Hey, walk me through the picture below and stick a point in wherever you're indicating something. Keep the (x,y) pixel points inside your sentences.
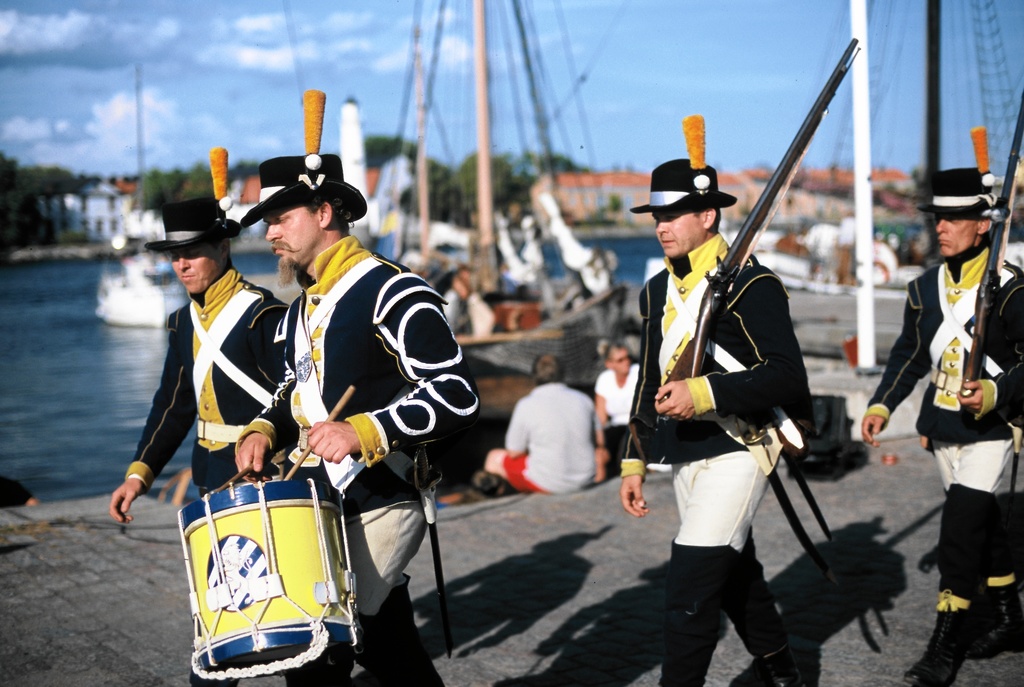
In this image we can see a man (344,444) is playing drum (264,492) with sticks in his hand (257,457), two persons (916,385) are holding guns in their hands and there is another man (220,361) standing. In the background (156,213) we can see ships (416,224) on the water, few persons (607,424) are sitting on the road (464,664), trees (19,220), buildings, windows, poles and clouds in the sky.
